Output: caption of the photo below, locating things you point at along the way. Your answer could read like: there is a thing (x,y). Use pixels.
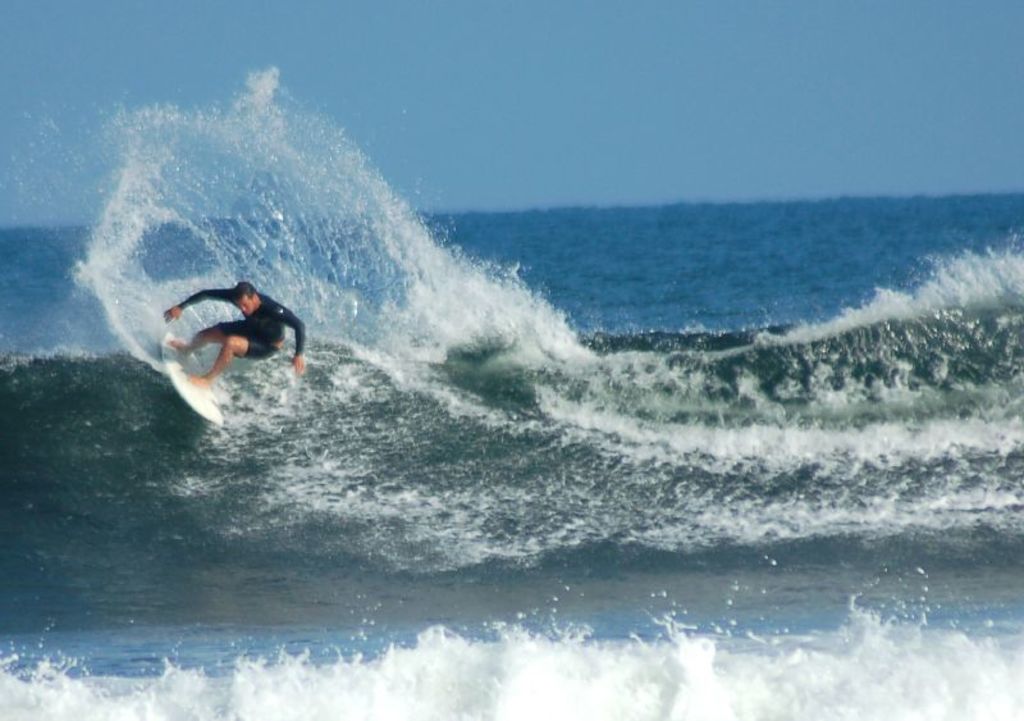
In this image there is water (314,519) at the bottom (565,511). There is a person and waves (608,538) in the foreground (540,474). There is water (995,219) in the background (659,324). And there is sky (490,21) at the top (391,24).
